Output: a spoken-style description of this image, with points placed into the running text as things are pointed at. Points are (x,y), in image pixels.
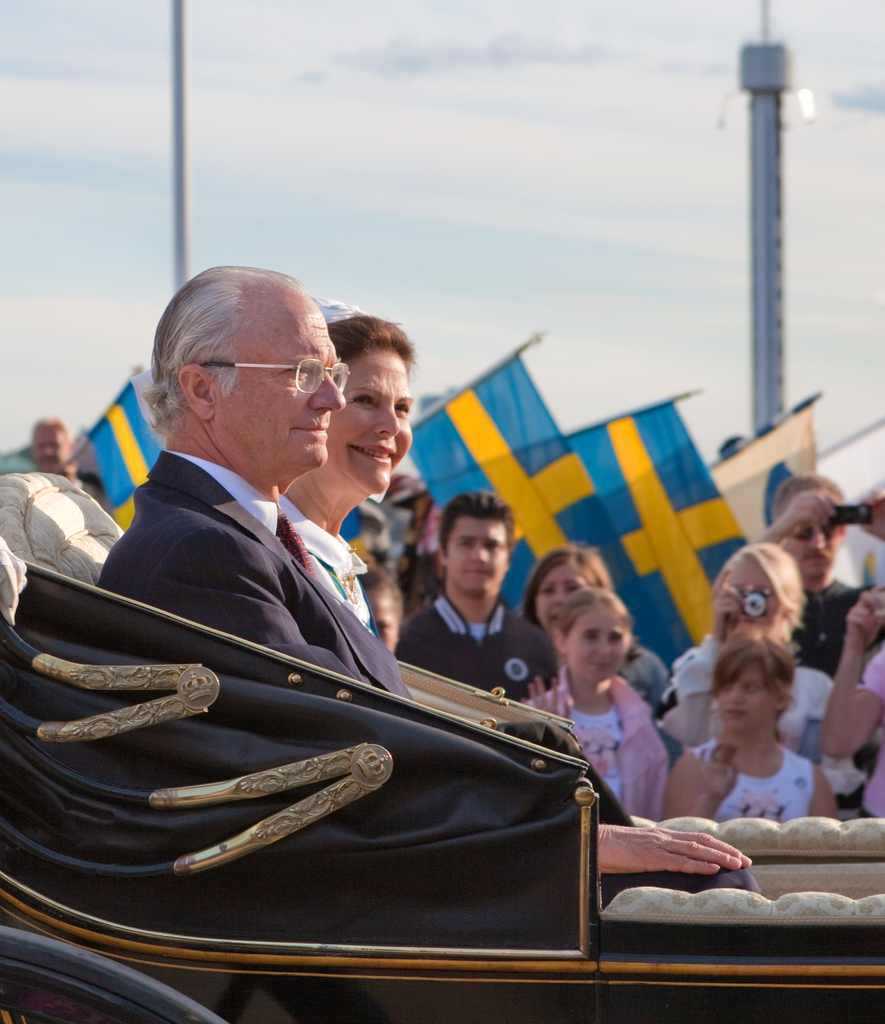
This image is clicked outside. There are two persons (296,584) in the middle (296,584). One is man (187,602), another one is a woman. There are some other persons (800,711) in the middle (458,565) standing. There are some persons (736,614), who are clicking the pictures.
